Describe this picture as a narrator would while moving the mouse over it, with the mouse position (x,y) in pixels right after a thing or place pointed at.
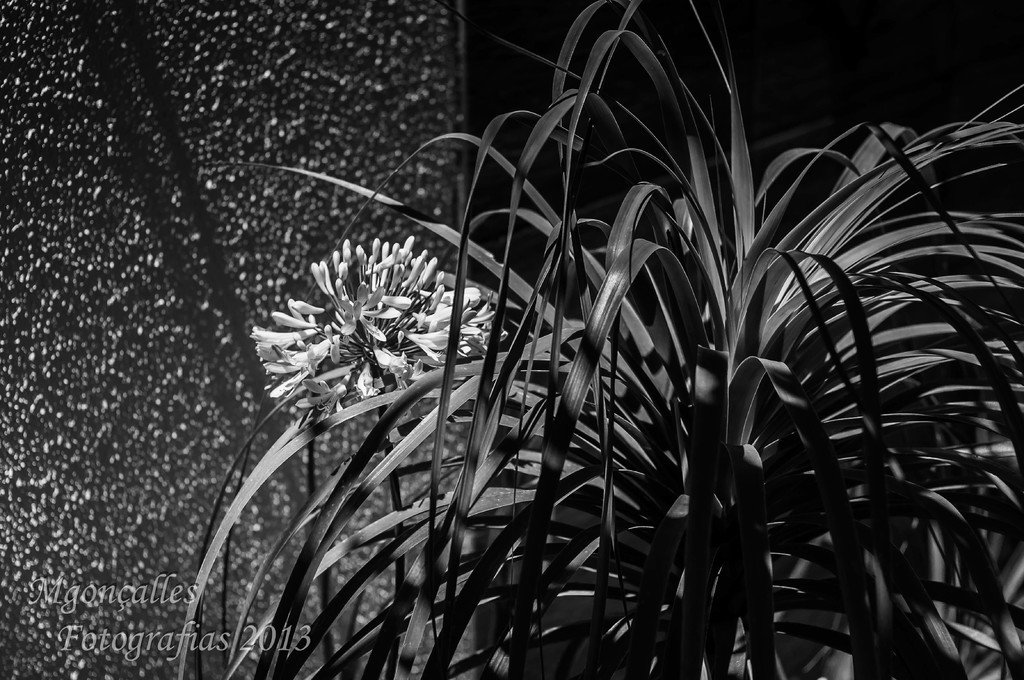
In this image we can see there is a flower (373,348) and a plant (493,403). In the background (134,326) there is a wall (132,469). At the bottom of the image (111,605) there is some text (171,623).
